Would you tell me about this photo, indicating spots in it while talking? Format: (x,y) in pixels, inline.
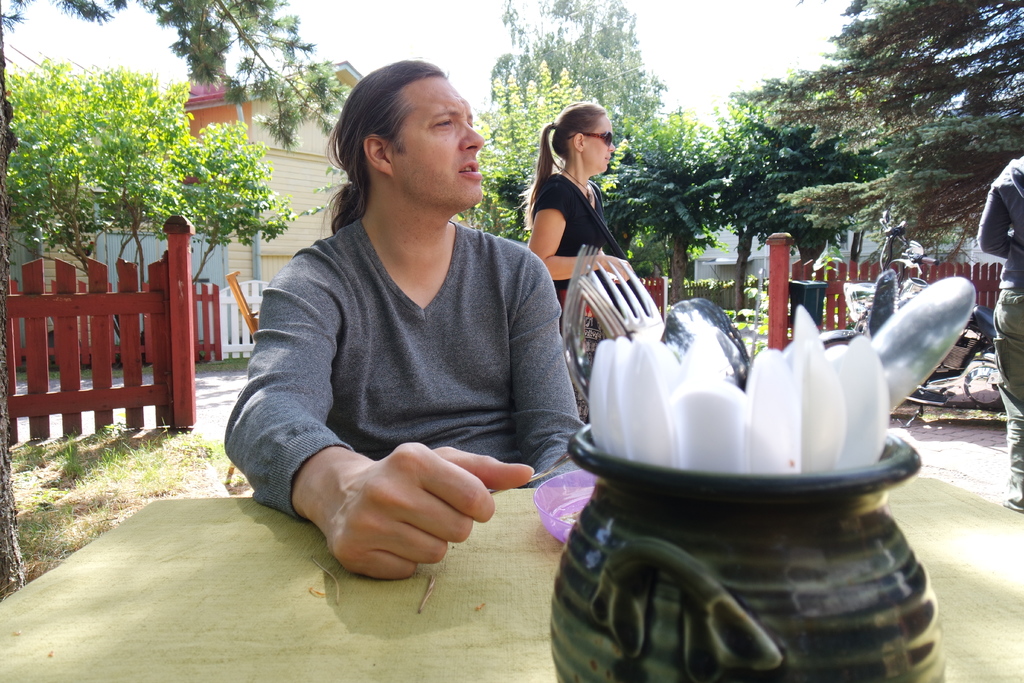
In the background (857,42) we can see the trees (268,10), house (310,156), railings (965,267). In this picture we can see few objects (906,267). We can see a woman (600,155) wearing goggles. On the right side of the picture (1011,218) we can see the partial part of a person (1011,218). On a table (168,553) we can see spoons (930,330), forks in a jar (849,516). We can see an object (565,512). We can see a man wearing a full length sleeve t-shirt (477,451).
